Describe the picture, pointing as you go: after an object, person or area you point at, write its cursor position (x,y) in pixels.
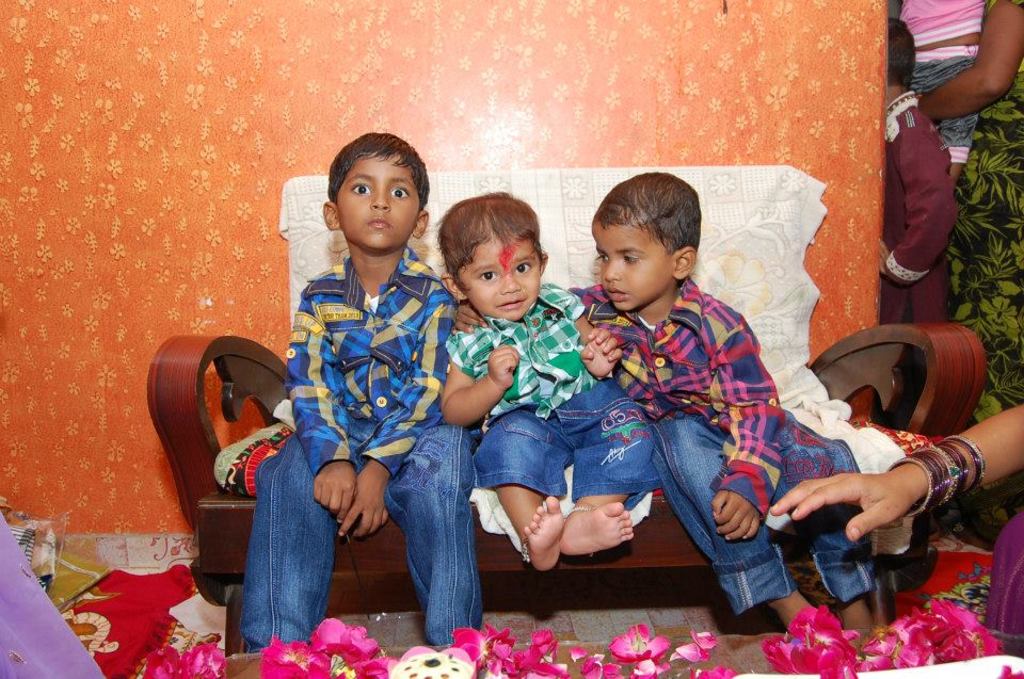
In the center of the picture (352,280) there is a couch (199,382), on the couch (194,401) there are three kids (589,366) sitting. In foreground (593,660) there are flowers (593,660). On the right (894,475) there is a person's hand (847,491). On the top right (937,84) there are people (966,48). At the top (307,39) it is wall (282,70) with some designs (118,118). On the left (36,592) there are some objects (73,604).
